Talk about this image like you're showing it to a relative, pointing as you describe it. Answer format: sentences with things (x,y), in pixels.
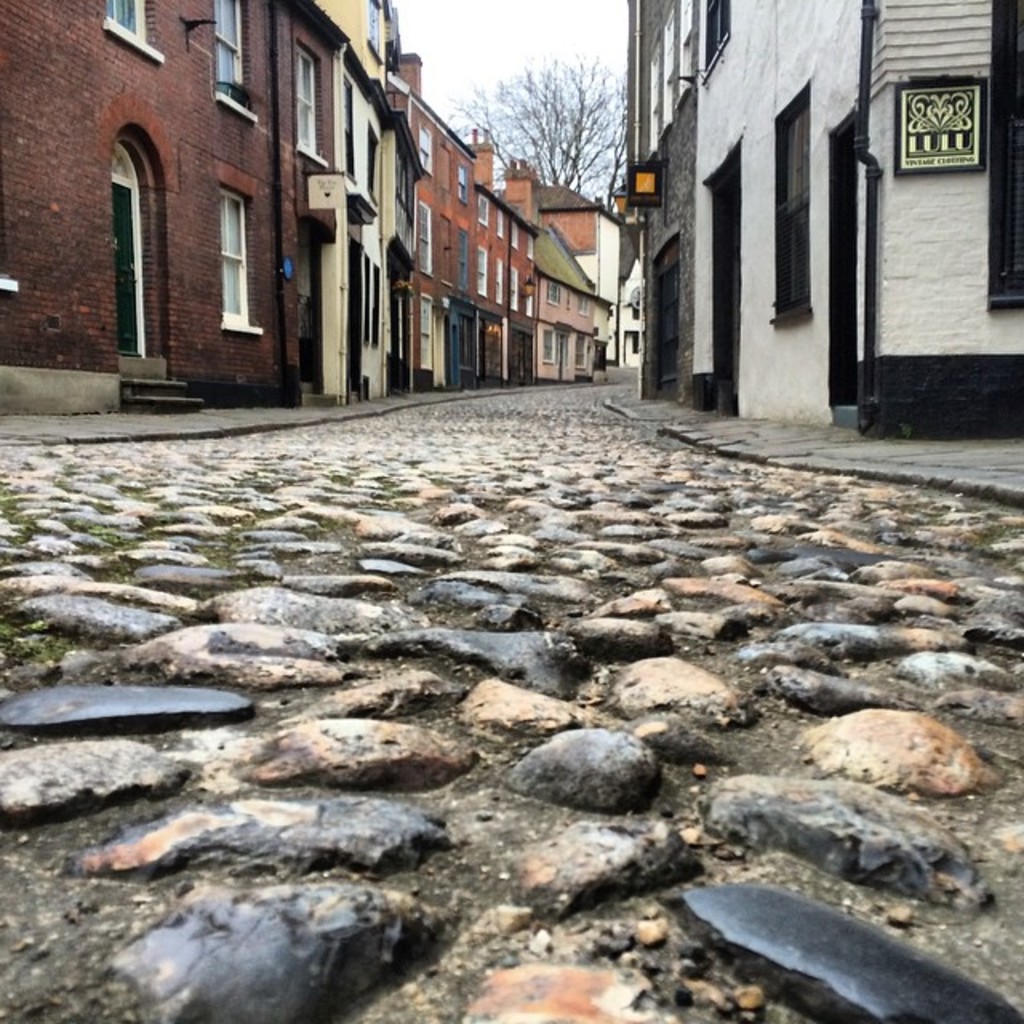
In this image, we can see a road (540,488) in between buildings (616,307). There is a tree (574,134) at the top of the image (562,88).
